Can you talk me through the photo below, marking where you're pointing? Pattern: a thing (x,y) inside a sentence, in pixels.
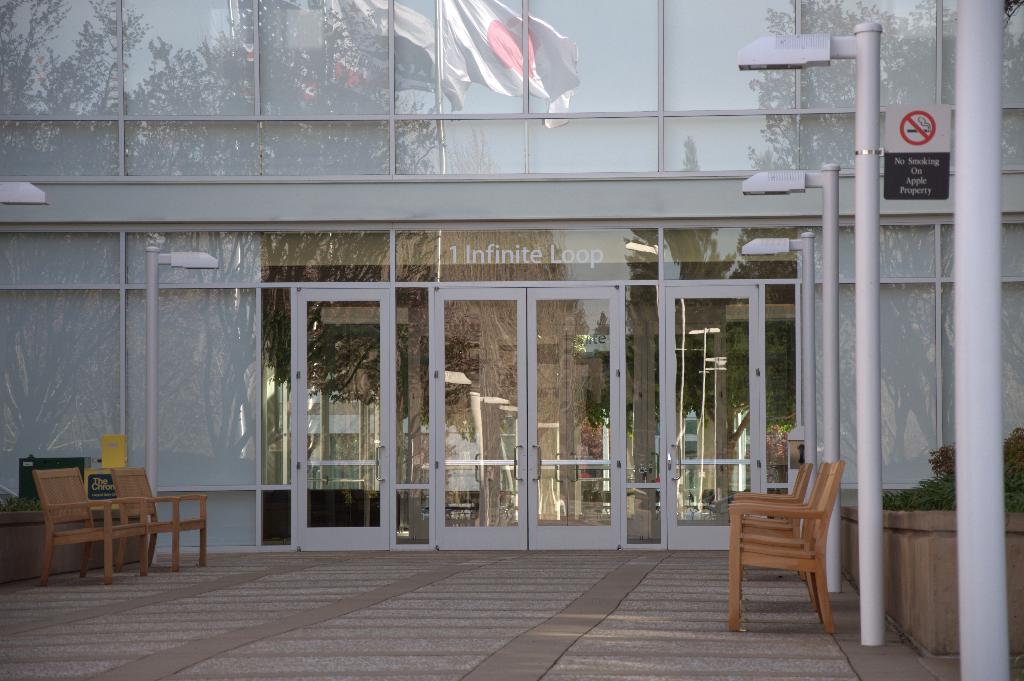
At the bottom (239,608) we can see chairs (65,533), plants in the pots (943,603), board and objects (51,464) on the floor (747,622). On the left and right side (873,121) we can see light poles (868,105) and there is a small board (913,197) to the pole (865,183). We can see a building (447,64), glass doors (475,536) and there are reflections (386,137) of trees (353,334), flags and sky (590,2) on the glass doors (607,301).
